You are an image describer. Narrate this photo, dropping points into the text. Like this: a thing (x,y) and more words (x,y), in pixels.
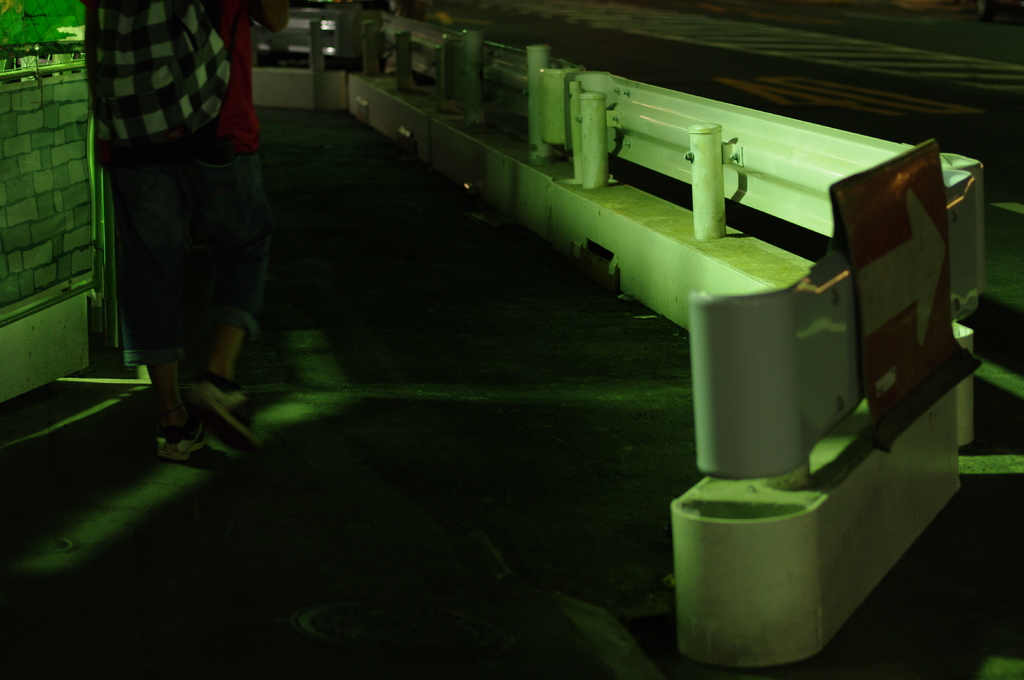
In this image there is a road (906,62) and there is a iron surface (648,132), on the left side (145,148) there is a person (211,174) walking.
